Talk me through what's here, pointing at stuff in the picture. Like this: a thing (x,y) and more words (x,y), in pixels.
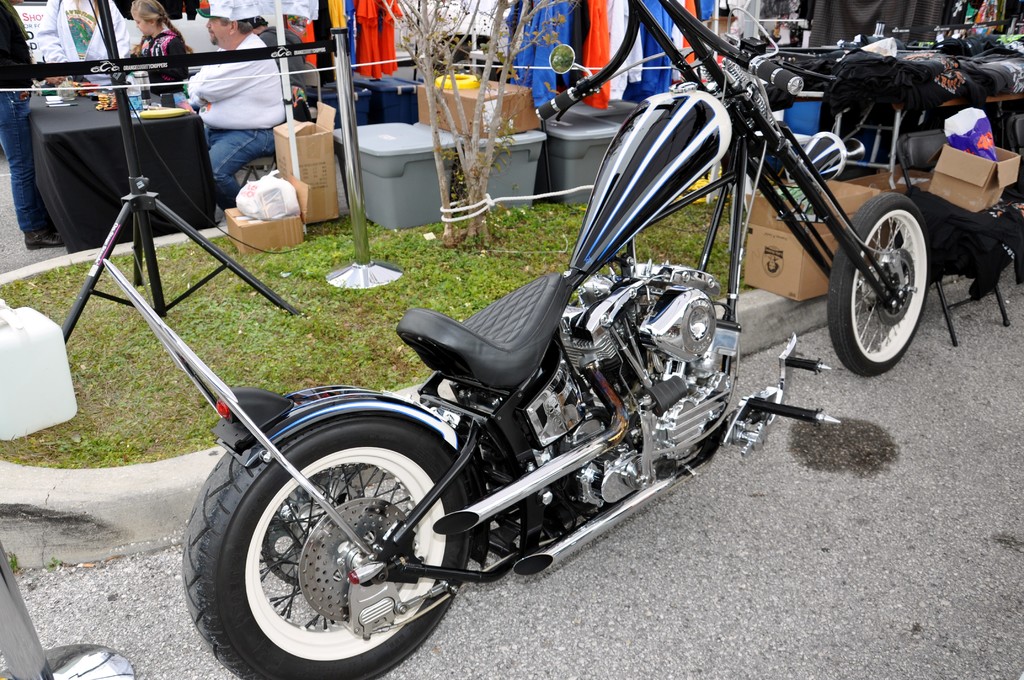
In this image, in the middle (531,433), we can see a vehicle (519,463) which is placed on the road (752,675). On the right side (994,189), we can see some boxes (1009,183) and a table (897,84), on that table (816,73), we can also see a cloth (910,71) which is in black color. In the left corner (19,640), we can see a pole (95,650). On the left side (76,320), we can see a metal rod (149,198), jars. On the left side (227,16), we can also see a group of people (217,42) sitting on the chair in front of the table (121,111), on the table (120,131), we can see a black color cloth (95,160), we can also see some instrument (171,109) on the table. On the left side (18,153), we can also see a person (41,220) standing in front of the table (148,142). In the background (708,8), we can see some clothes (695,4), trees (460,115), pole (131,137). At the bottom (597,644), we can see a grass (474,285) and a road (749,597).
